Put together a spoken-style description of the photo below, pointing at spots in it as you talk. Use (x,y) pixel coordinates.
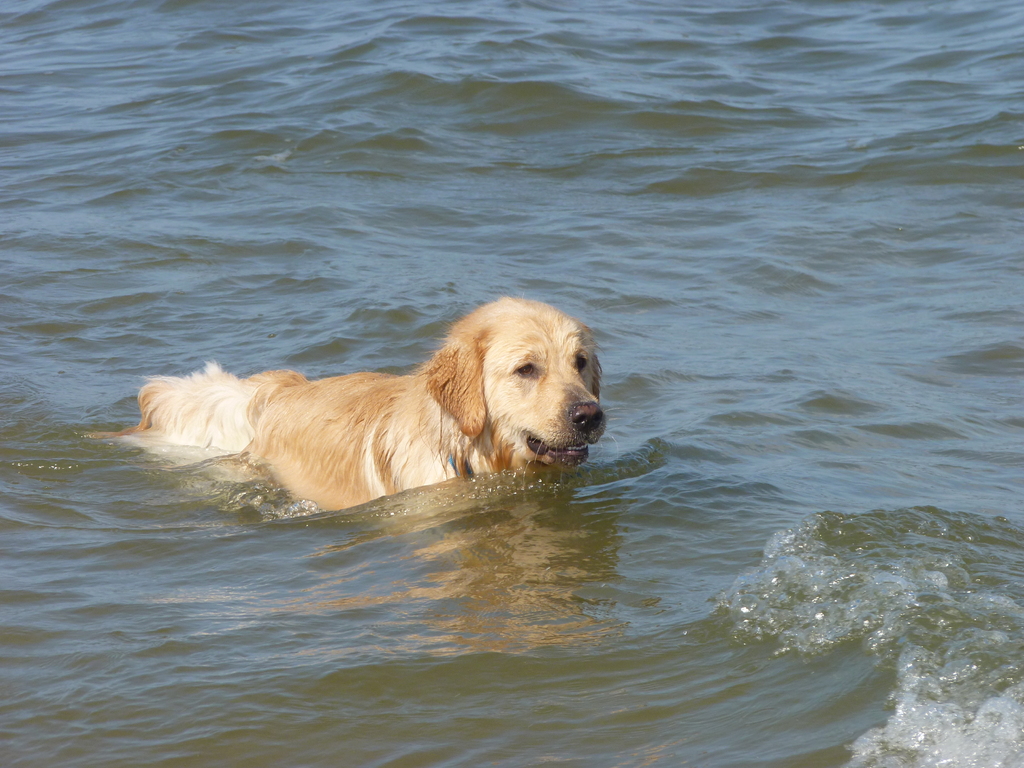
In the center of the image (437,354) there is a dog (507,342) in the water (787,427).
